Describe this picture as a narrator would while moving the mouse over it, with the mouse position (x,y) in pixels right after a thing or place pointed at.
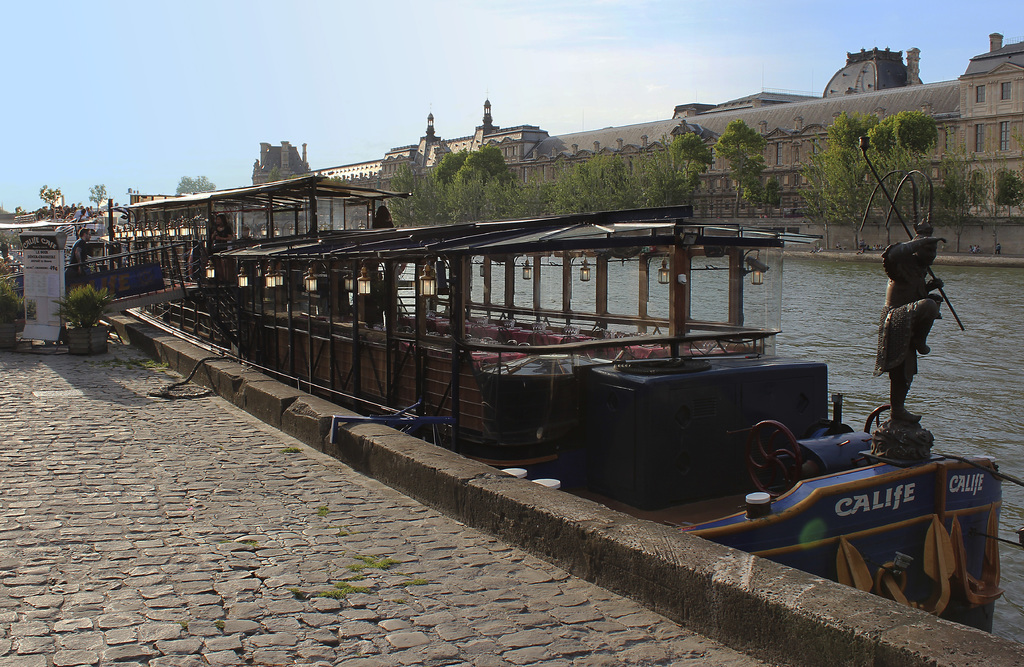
In this picture I can see the path (141,461) in front (37,374) and I see few plants (84,317). On the right side of this picture (842,323) I see the water (542,296) on which there are boats (336,314). In the middle of this picture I see a person (75,254) and I see number of buildings (308,171) and trees (191,181). In the background (366,83) I see the clear sky (338,51).
